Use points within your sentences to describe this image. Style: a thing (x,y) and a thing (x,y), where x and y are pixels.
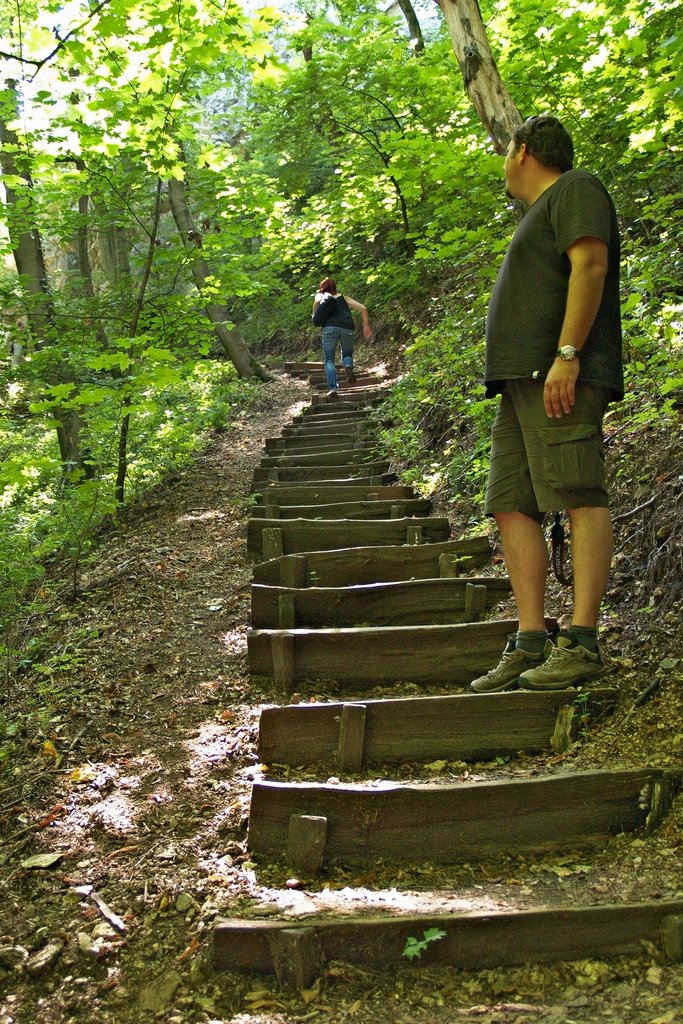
In this image there are steps (360,667) on the ground (362,763). In the foreground (515,562) there is a man (531,612) standing on the steps (421,670). On the either sides of the steps (318,495) there are trees (82,306), plants (142,474) and grass (409,410) on the ground (436,424). In the background (356,304) there is another person (348,301) walking on the steps (342,374). At the top (5,64) there is the sky (286,5).
